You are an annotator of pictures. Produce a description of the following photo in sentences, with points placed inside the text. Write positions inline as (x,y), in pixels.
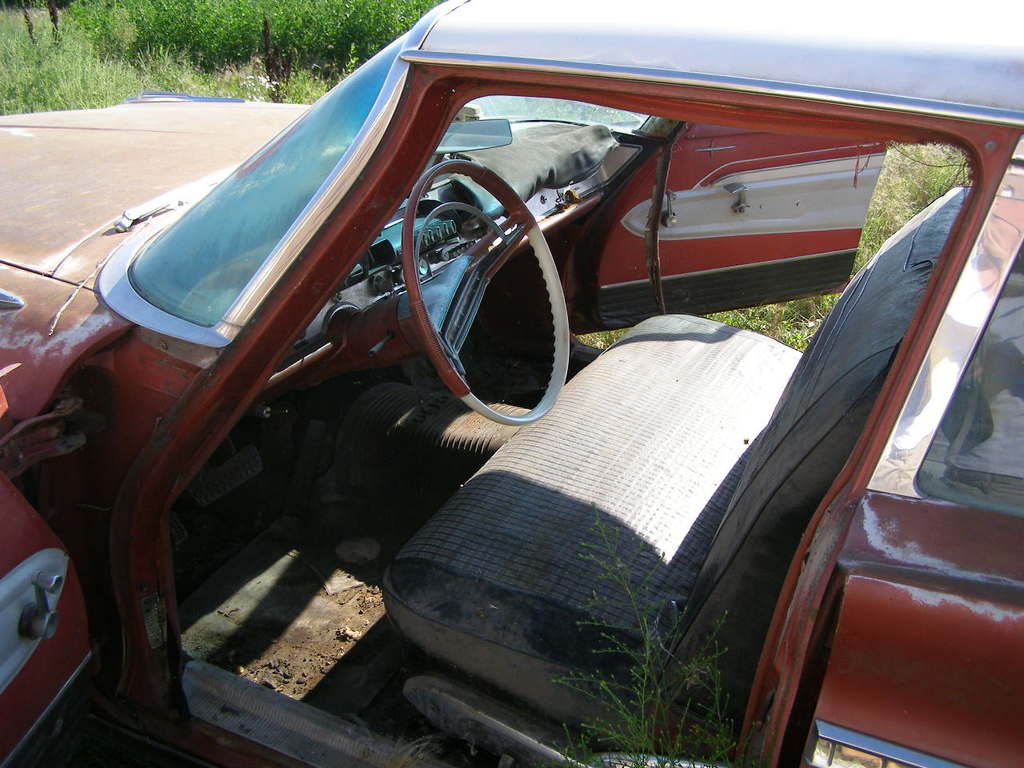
In the center of the image (486,301), we can see a vehicle (412,528) and in the background (55,27), there are trees (87,1).
